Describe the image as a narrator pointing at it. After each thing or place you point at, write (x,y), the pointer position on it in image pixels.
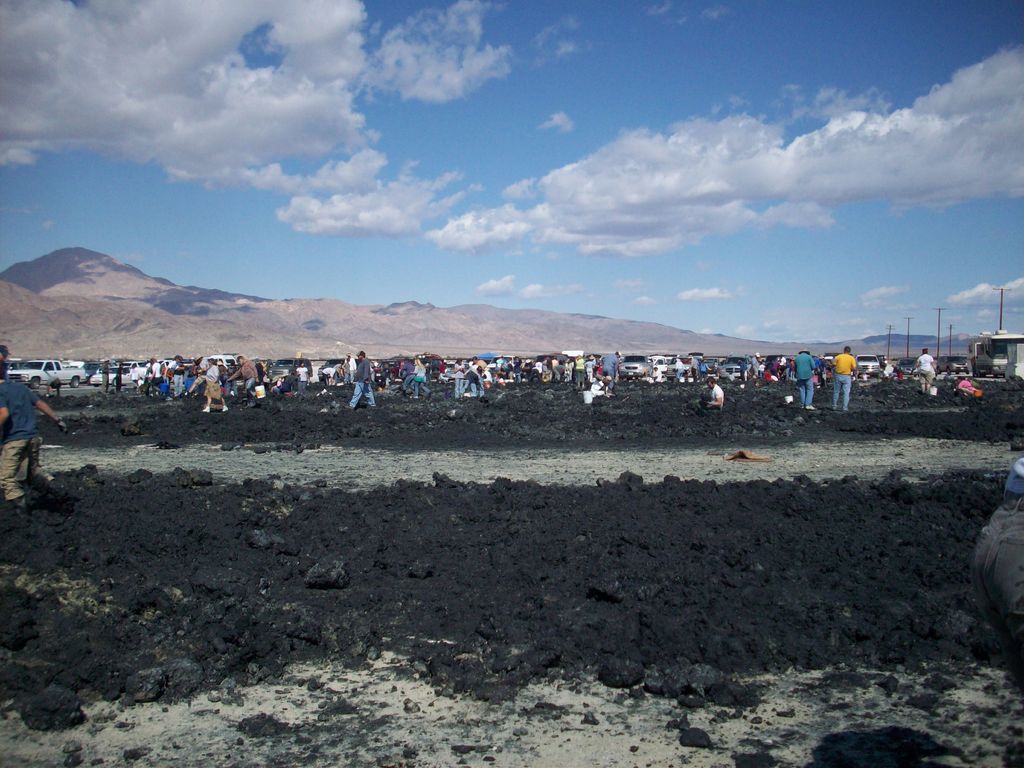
In this picture we can see soil (547,647) and there are people (925,352). Far we can see vehicles (39,375) and poles (940,317). In the background of the image (348,304) we can see hill (47,305) and sky (564,240) with clouds (587,244).
